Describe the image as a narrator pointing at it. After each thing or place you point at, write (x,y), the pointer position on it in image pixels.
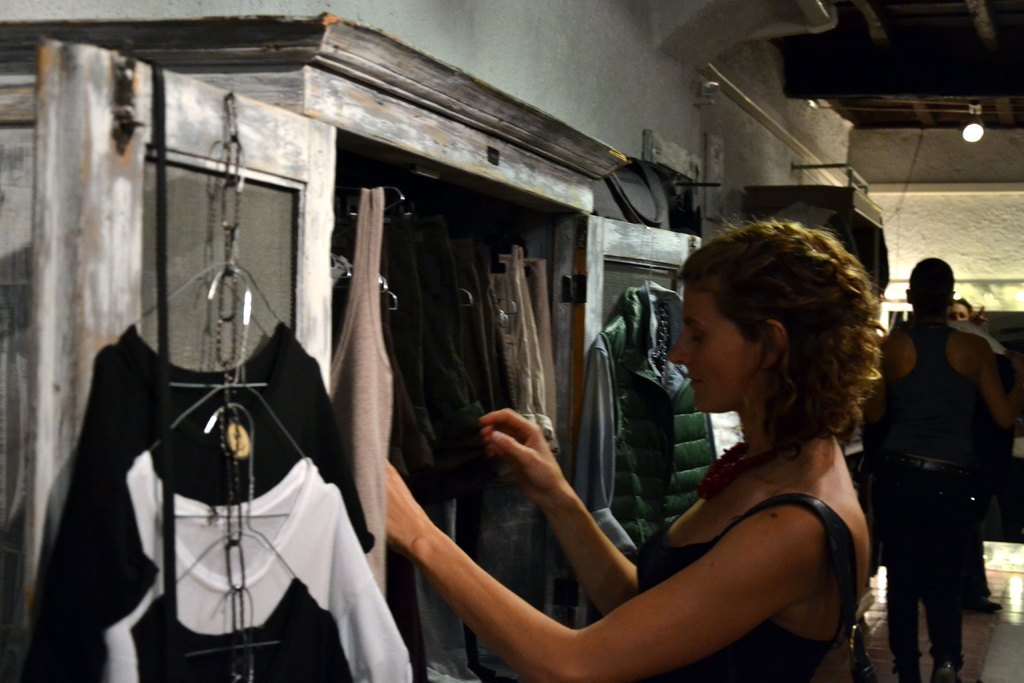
In the middle (540,445) a woman (584,570) is standing and looking at the clothes (453,399) that are hanged to a cup board (200,243). She wore black color top (667,570), on the left side (264,446) there are clothes (275,396) that are hanged to this door (212,228). on the right side (971,126) there is a light (977,138) to the roof (956,6).
